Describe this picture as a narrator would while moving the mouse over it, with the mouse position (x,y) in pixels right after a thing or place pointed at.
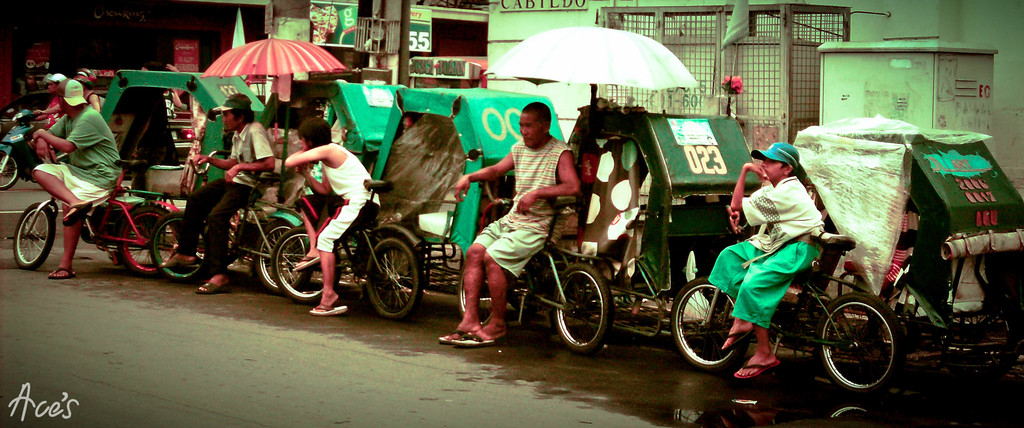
In this image in the middle (502,231) there is a man (491,268) he wears t-shirt (530,157) and trouser (492,246) he is sitting on vehicle (597,282). On the right (803,240) there is a person (769,281) sitting on the vehicle (844,278). On the left (74,149) there is a man (79,180) he wears t-shirt (77,122), trouser (75,175) and cap (73,91) he is sitting on vehicle (126,172). In the background (157,158) there are many vehicles (446,94), umbrella (640,51), wall (508,40), bike (19,126) and some people (35,113).
